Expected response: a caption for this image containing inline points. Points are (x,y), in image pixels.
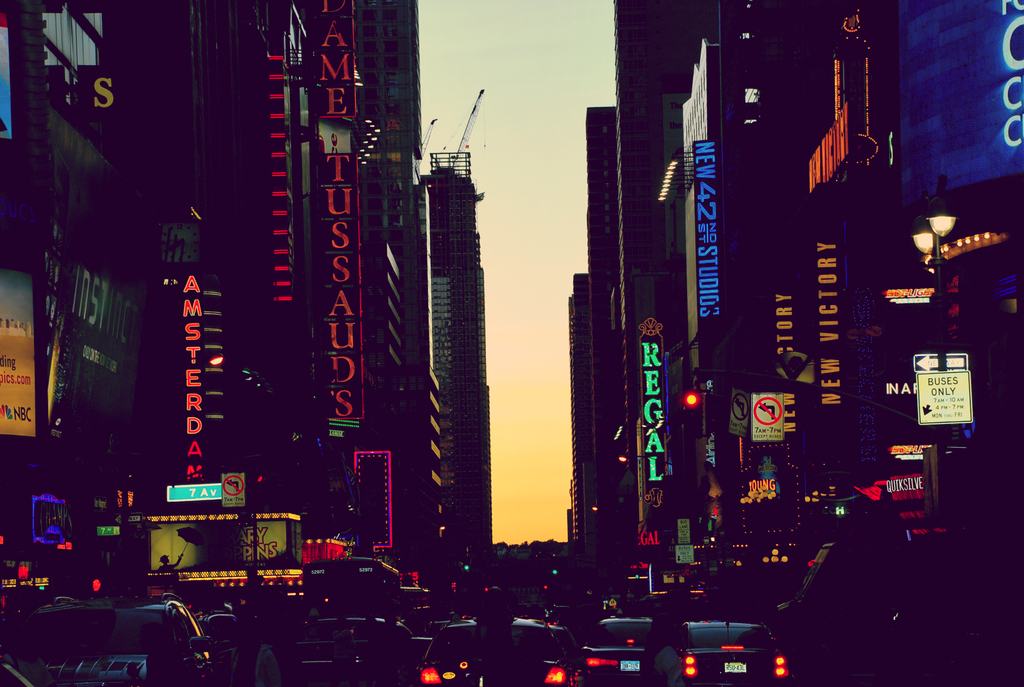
In this image I can see the vehicles (446,621). On the left (190,201) and right side (771,325), I can see the building (766,339) with some text (785,316) written on it. In the background (531,98), I can see the sky (522,46).
